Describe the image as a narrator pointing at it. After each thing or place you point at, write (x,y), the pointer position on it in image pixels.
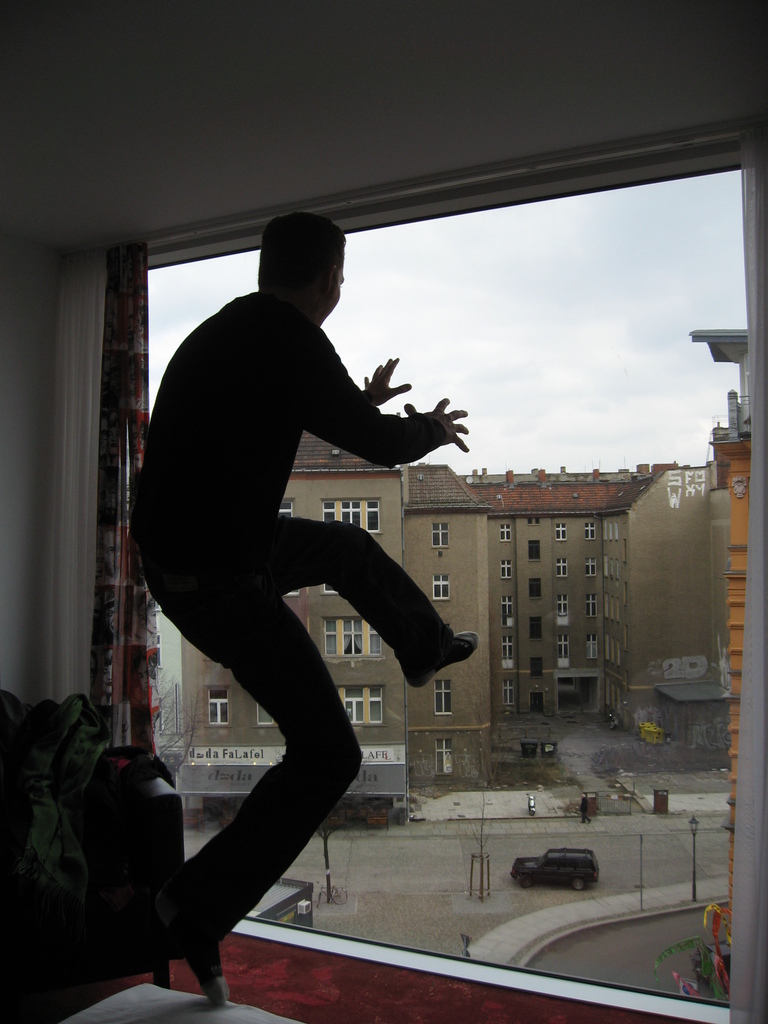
In this image we can see a man (315,805). He is wearing a T-shirt (250,488), jeans (281,809) and socks (189,942). We can see a sofa (18,911) and clothes (65,826) on the left side of the image (57,841). At the bottom of the image (253,991), we can see the carpet (437,994). Behind the man (299,300), we can see a window (515,347) and curtains (131,498). Behind the window (577,583), we can see a road (402,852), car (549,852), poles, leaves (679,947), building (726,590) and the sky (508,292). At the top of the image (452,80), we can see the roof (245,121).
